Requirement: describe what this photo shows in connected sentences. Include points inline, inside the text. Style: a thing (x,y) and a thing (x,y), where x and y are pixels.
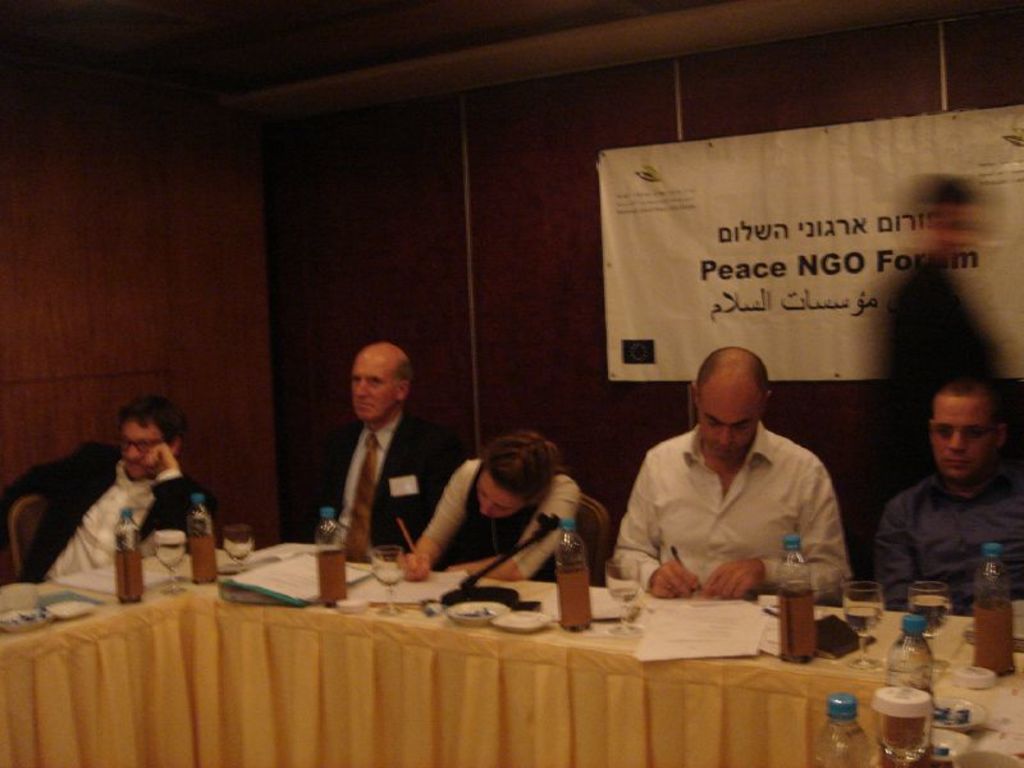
In this image there are persons (390,475) sitting on the chair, there is a table (416,697), there are objects (573,577) on the table (985,697), there is a person (932,236) walking, there is a banner (803,235) truncated towards the right of the image (795,197), there is text (730,300) on the banner (790,239), there is a wall (102,227) truncated towards the left of the image (317,211), there is a wall (416,228) truncated towards the right of the image (957,58).
